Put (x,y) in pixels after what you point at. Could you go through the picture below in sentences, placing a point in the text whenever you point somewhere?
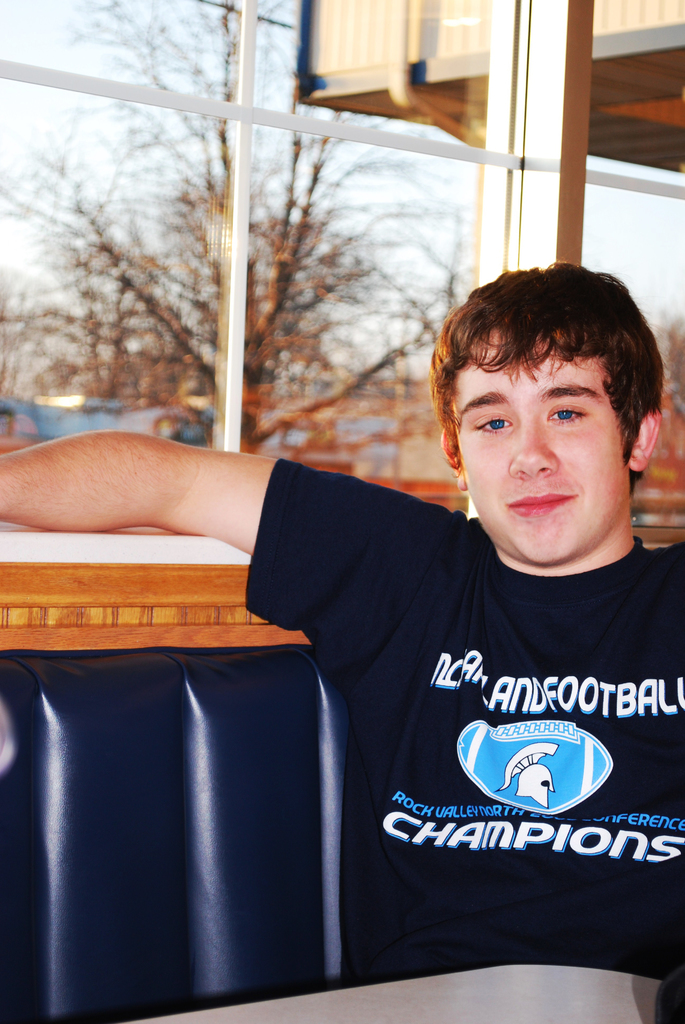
In this image, on the right side (499,662), we can see a man (499,809) sitting on the couch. In the background (335,302), we can see a glass window (223,390), outside of the glass window (416,312), we can see some trees (426,309), buildings (471,52). At the top (84,163), we can see a sky (84,163).
